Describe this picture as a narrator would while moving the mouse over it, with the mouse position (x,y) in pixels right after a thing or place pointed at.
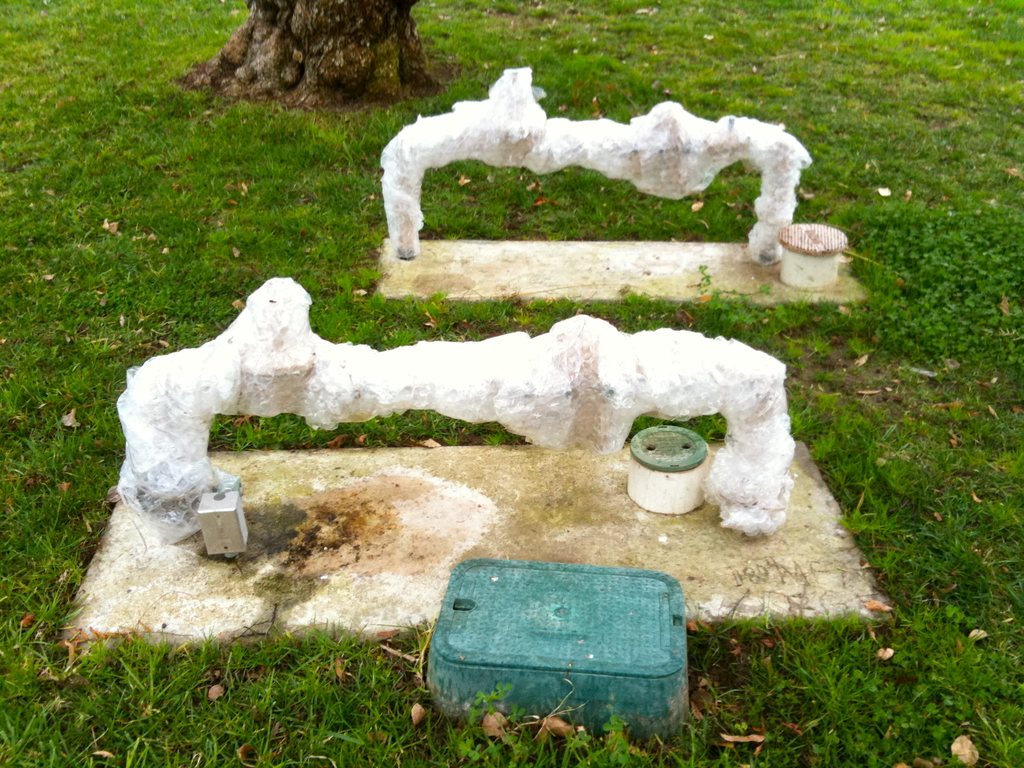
In this image, we can see the ground (446,484) covered with some objects (126,409). We can also see some grass (631,314) and dried leaves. We can see the trunk (331,79) of a tree (363,50) at the top (368,16).
